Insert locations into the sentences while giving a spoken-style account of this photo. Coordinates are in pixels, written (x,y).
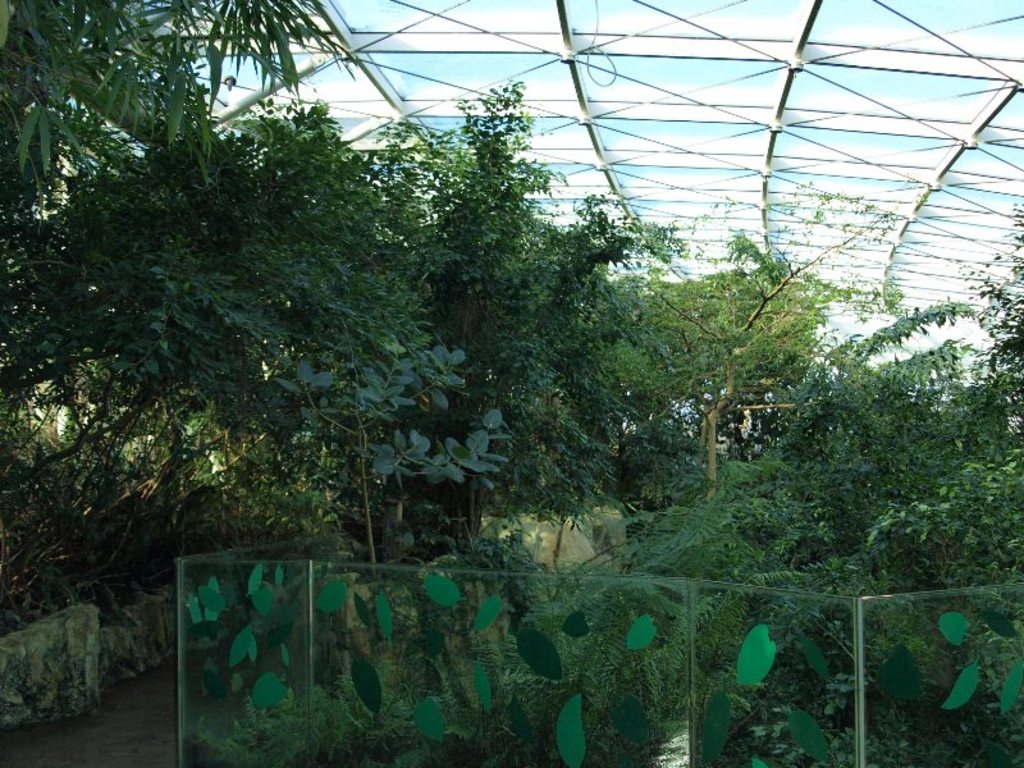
In this image in front (522,687) there is a glass fence (576,670). There are plants (639,552), trees (553,329). At the top of the image (526,87) there is a shed (632,24) with rods (812,73).
